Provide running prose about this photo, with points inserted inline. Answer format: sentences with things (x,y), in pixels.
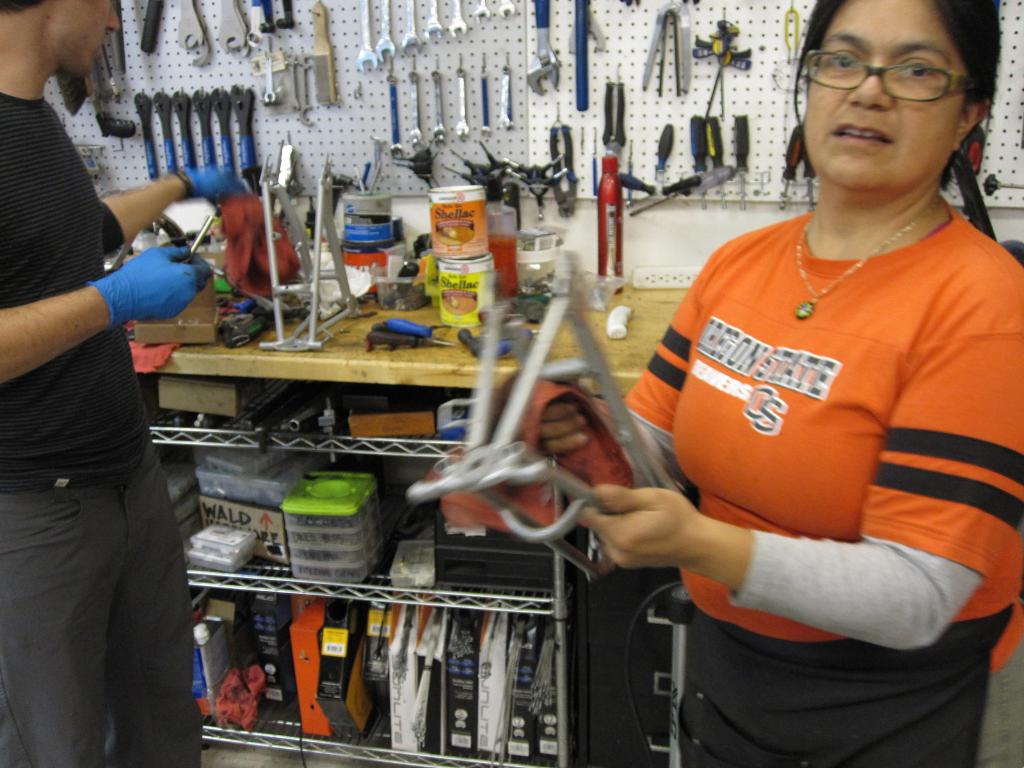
In the image we can see there is a woman (793,370) standing and she is holding iron rods (492,453) in her hand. Beside there is another man (149,475) standing and there are other iron equipments (328,89) kept on the board (634,35).
